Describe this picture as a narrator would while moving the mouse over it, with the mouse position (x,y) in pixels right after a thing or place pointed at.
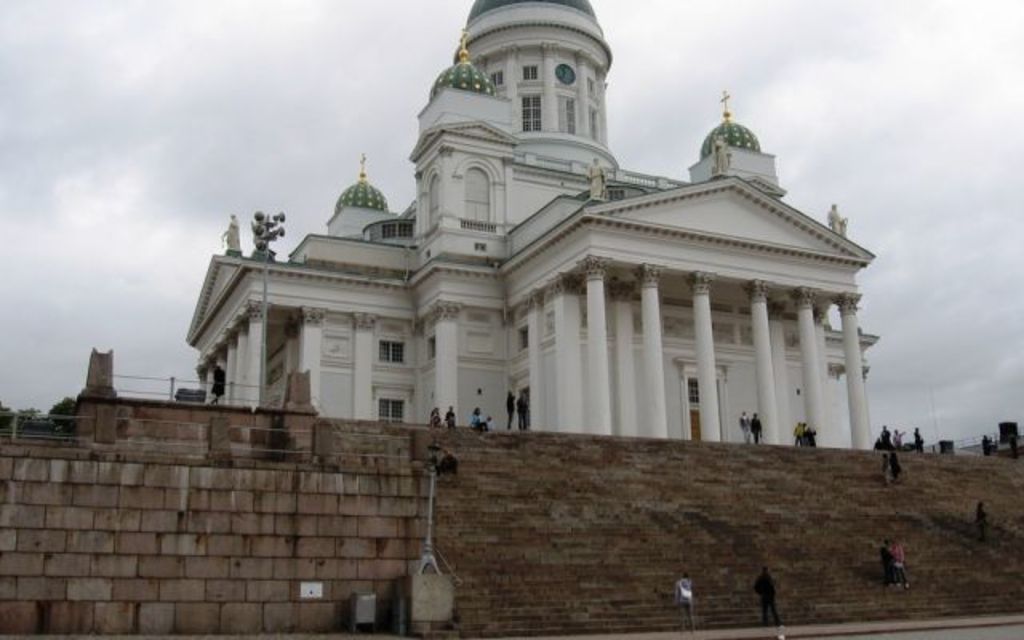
In this picture we can see stairs (664,523) and a few people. There are trees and other objects (104,363). We can see pillars (624,328), cross symbols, sculpture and a few things (522,344) on the building (448,263). We can see the sky (81,194).
